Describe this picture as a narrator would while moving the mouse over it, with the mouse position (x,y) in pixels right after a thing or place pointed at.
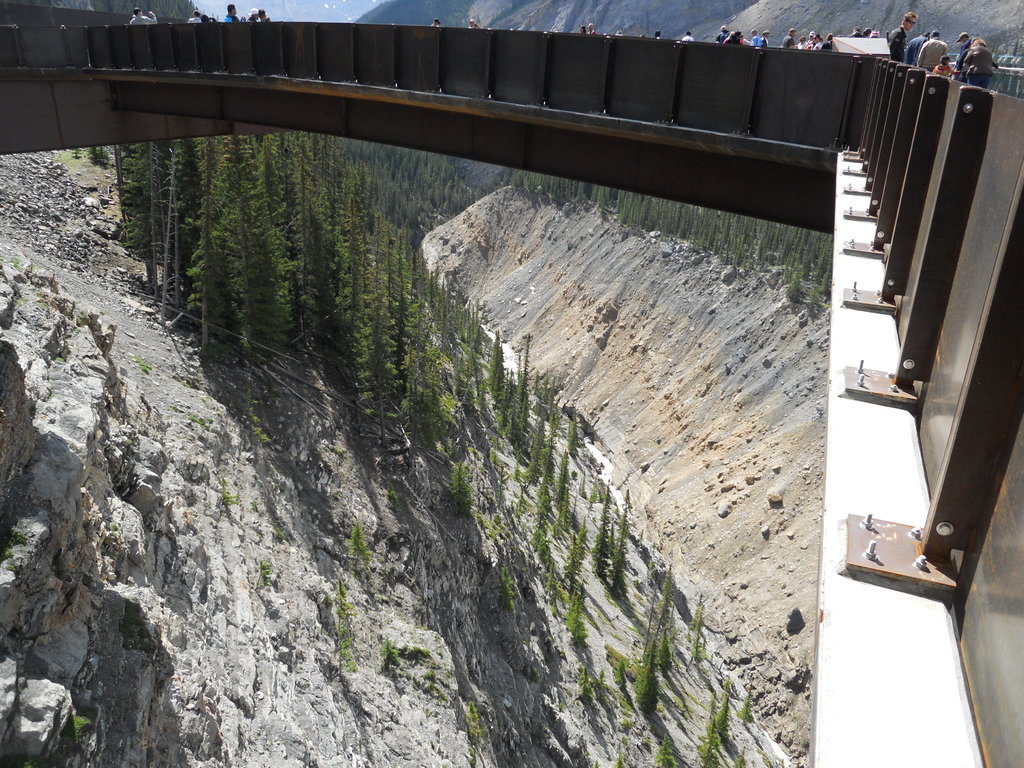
In this image we can see bridge (967,644) and so many people (982,78) are there on bridge (783,105). Bottom of the image (505,661) mountains (610,631) and trees (259,248) are present.
